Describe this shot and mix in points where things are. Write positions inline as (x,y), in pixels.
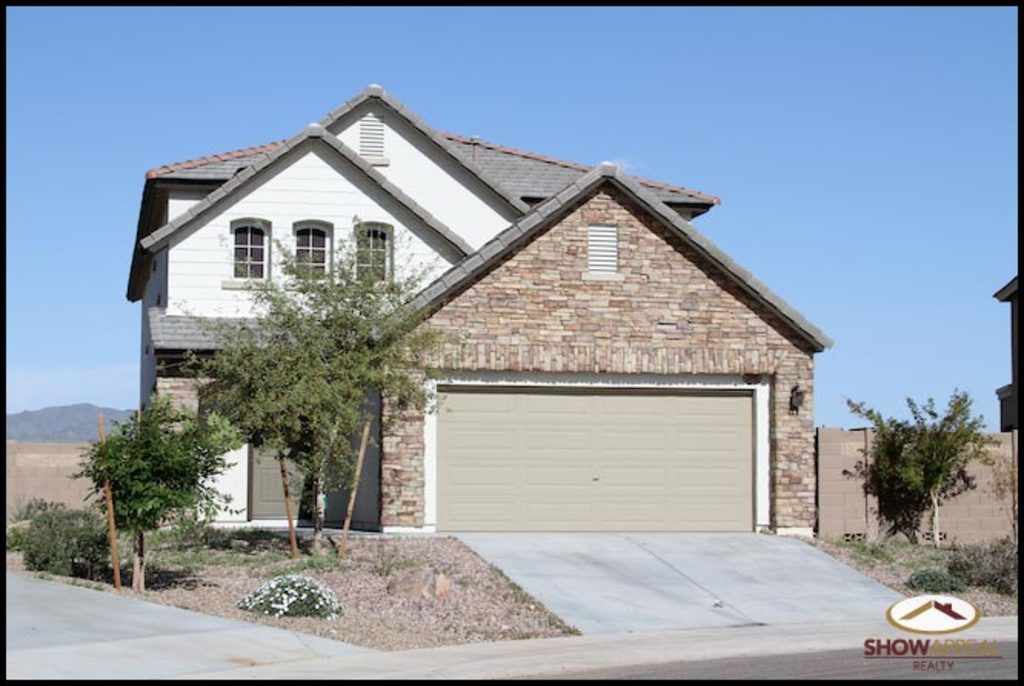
In this image we can see a house (454,400), trees (945,473), road (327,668), plants (92,543) and block boundary wall (64,459). In the background (59,426), we can see mountains (68,413) and the sky (676,107).
